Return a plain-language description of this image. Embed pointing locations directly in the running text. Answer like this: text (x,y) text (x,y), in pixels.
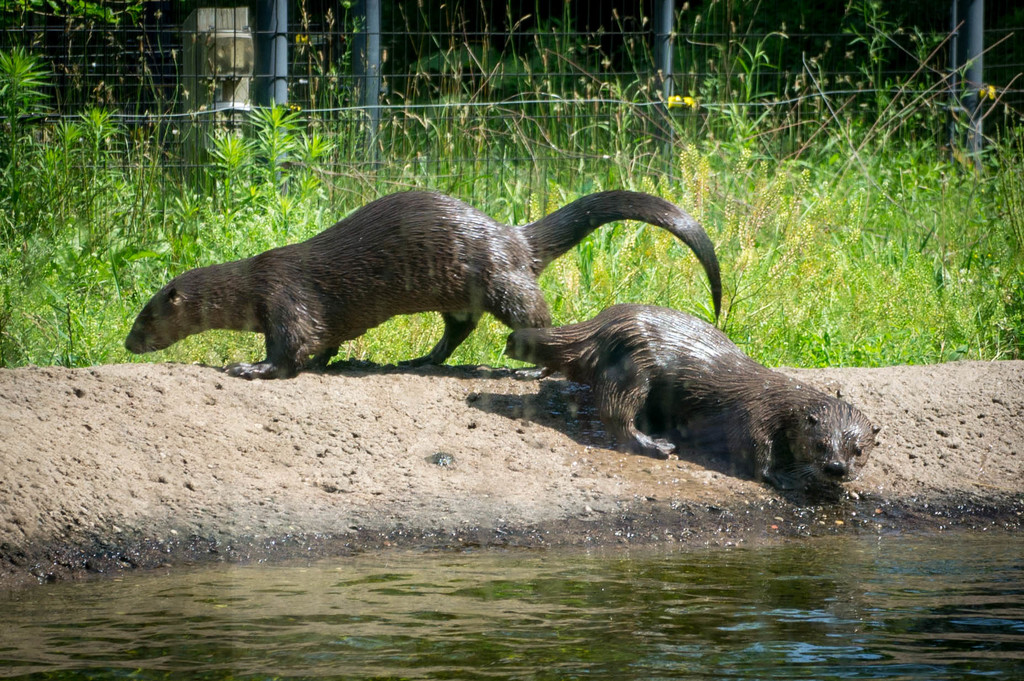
In the center of the image (515,246) there are animals (159,329) on the sand (527,402). At the bottom of the image (548,620) there is water (786,632). In the background of the image (520,172) there are plants (724,210), grass (743,271). There is a fencing (326,54).
